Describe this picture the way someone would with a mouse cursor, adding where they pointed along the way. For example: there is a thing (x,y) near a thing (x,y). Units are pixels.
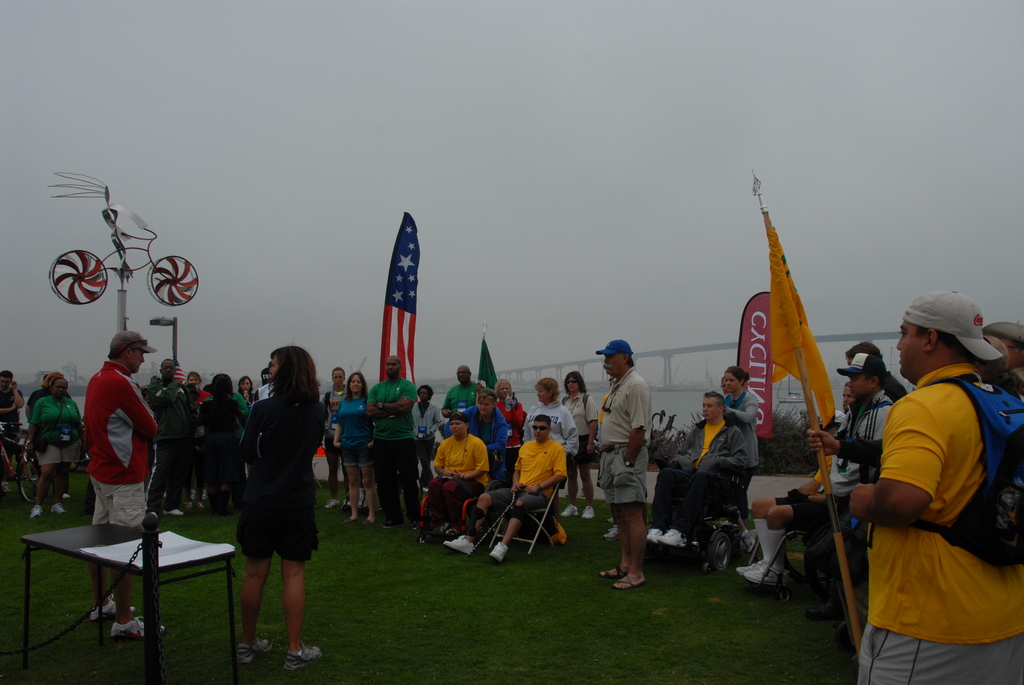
Here we can see group of people (695,453), flags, table (40,543), bicycle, and a banner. In the background (785,108) we can see a bridge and sky (436,166).
